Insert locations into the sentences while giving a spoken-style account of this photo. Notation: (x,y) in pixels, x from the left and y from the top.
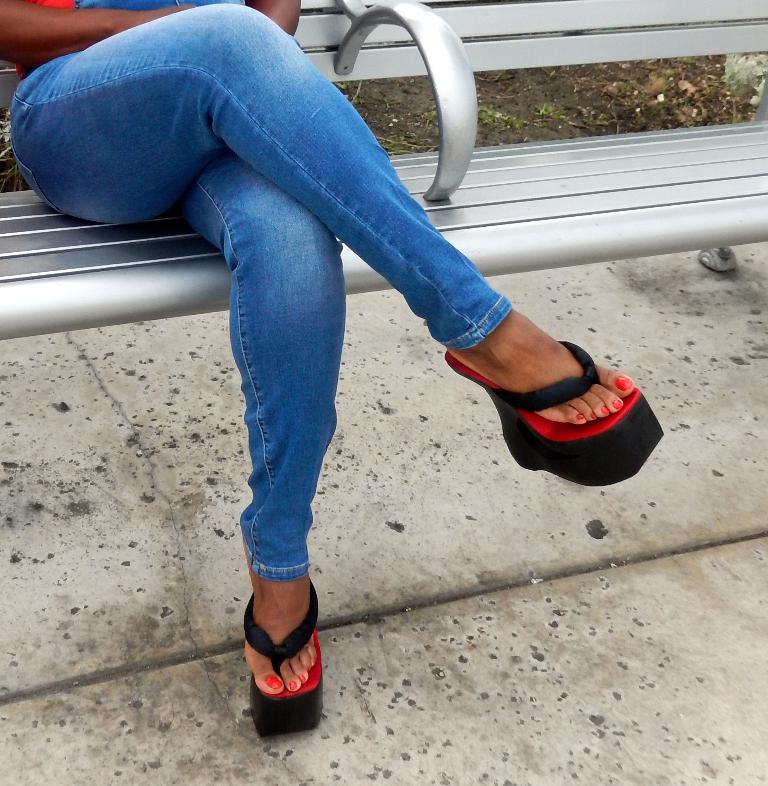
There is a person (286,341) sitting on a bench (674,41) and here we can see floor (642,569).
